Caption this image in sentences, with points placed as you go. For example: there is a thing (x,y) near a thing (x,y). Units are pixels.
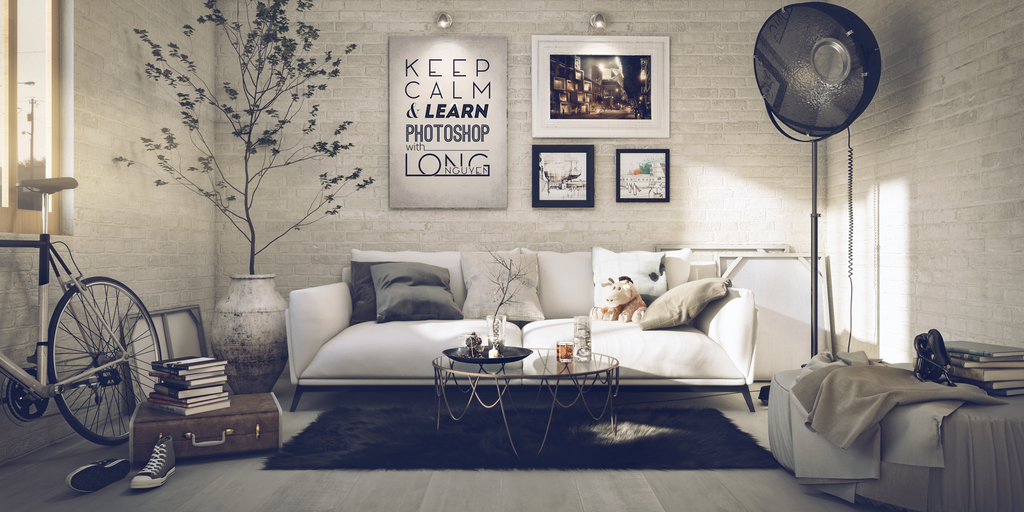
In this picture we can see the couch (552,332), in front (503,368) there is a table (516,361) on it few objects (518,350) are placed on it, behind we can see some frames (581,103) to the wall (745,137), side we can see potted plant (240,146) and bicycle (38,393) along with some books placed on the suitcase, we can see windows (30,81) to the wall (2,272).
